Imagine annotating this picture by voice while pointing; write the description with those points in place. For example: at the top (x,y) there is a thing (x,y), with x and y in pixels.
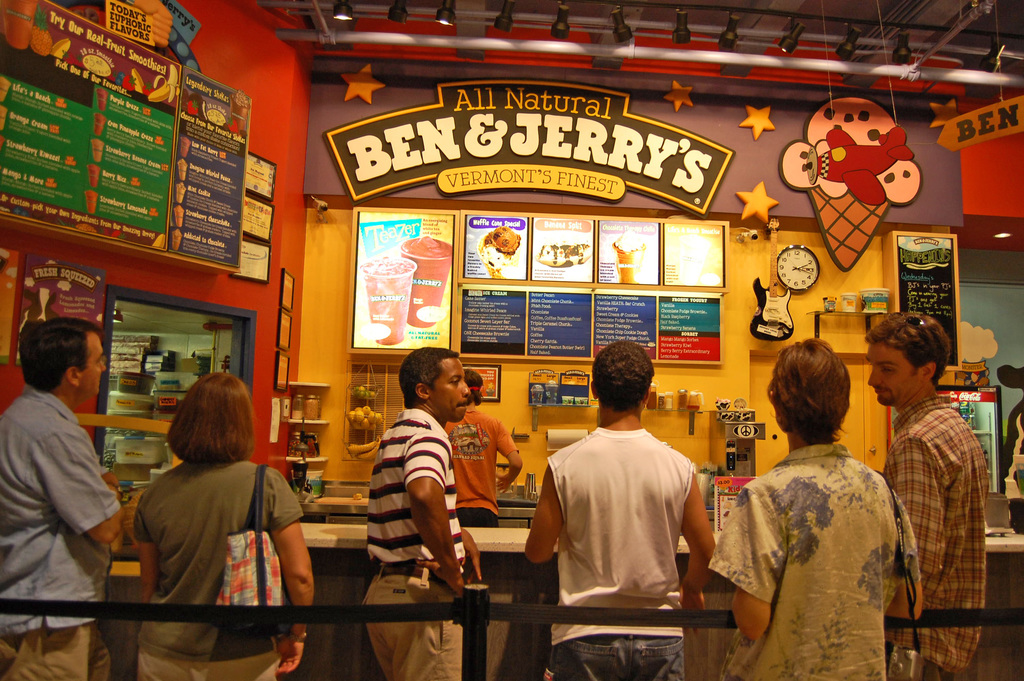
In this image there are a few people (216,567) standing. In front of them there is a table (490,535). Behind the table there is another person (486,432) standing. In the background (342,188) there is a wall (223,287). There are boards (206,221) and picture frames (498,399) on the wall (333,353). To the right (805,262) there are boxes (825,302), a clock (790,257) and a guitar (778,309) hanging on the wall (520,381). In the center (377,410) there are shelves (553,391). There are fruits (357,413) and jars (668,407) in the shelves (695,411). At the top (494,29) there is a ceiling (549,29). There are lights (558,35) hanging to the ceiling (770,18). To the left (183,334) there is a glass windows (140,408). On the other side of the window (178,360) there are boxes (142,370).
